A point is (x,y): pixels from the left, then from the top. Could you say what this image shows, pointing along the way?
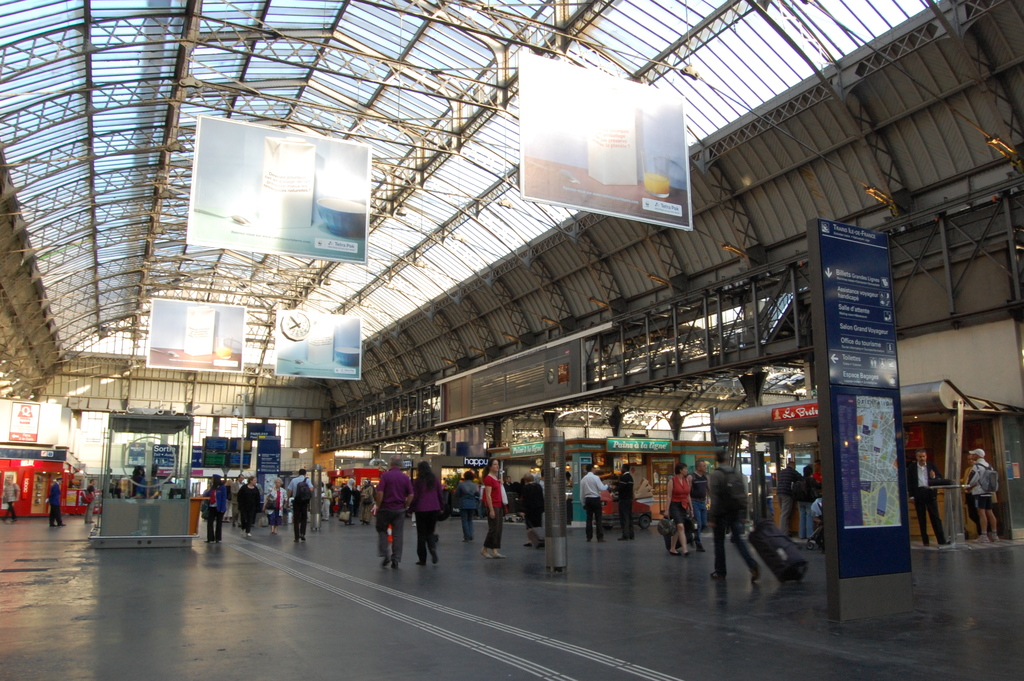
In this image we can see persons (695,502), pillars (753,469), advertisements (162,331), stores (720,425), name boards (272,433), iron bars (774,301), charts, clock (302,332) and roof (382,272).
